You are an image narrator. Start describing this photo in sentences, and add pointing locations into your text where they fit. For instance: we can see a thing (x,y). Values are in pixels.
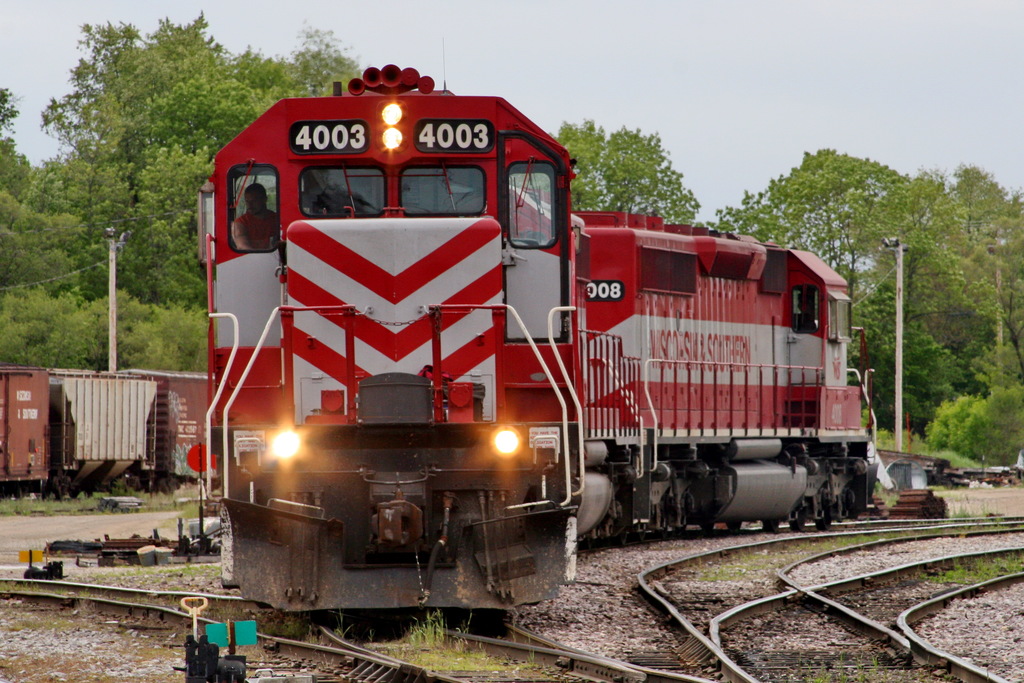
In the center of the image (562,309) there is a train (337,545). At the bottom of the image (665,577) there are railway tracks (897,610). In the background of the image (70,96) there are trees (190,85). At the top of the image (734,74) there is sky (513,93). There are electric poles (903,246).
